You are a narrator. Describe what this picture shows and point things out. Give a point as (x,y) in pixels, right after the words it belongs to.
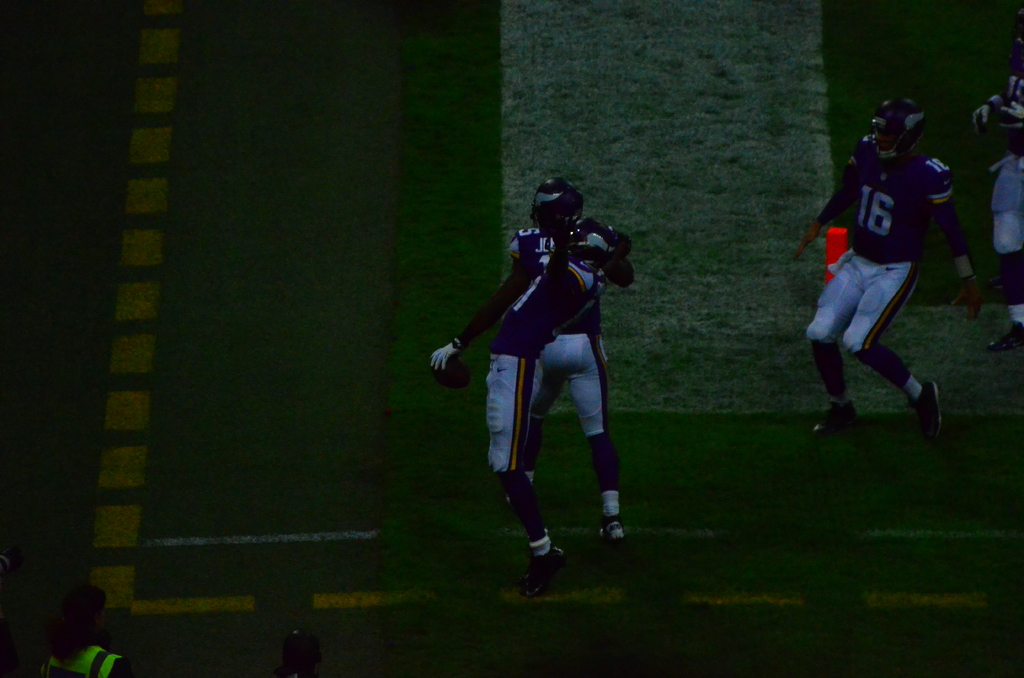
In the image we can see there are people (948,178) standing on the ground (251,472) and there's grass (335,422) on the ground (431,266). The people (947,174) are wearing helmet (908,100).
